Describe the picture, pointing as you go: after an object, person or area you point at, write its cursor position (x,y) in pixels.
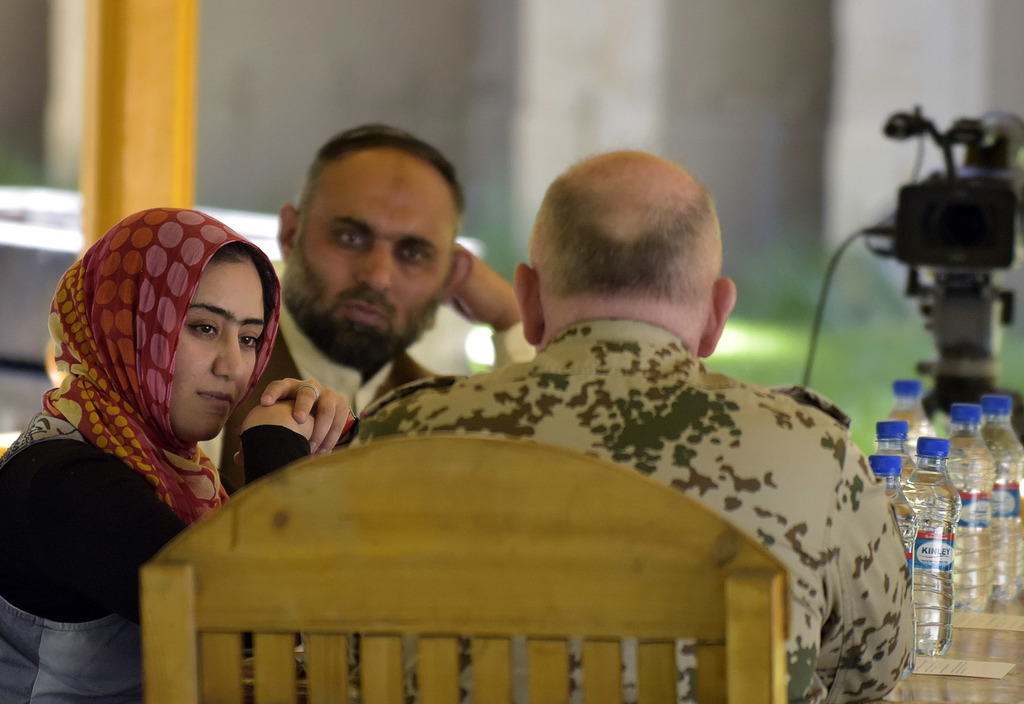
This picture is taken inside the room (502,524). In this image, on the left side (106,507), we can see two people (189,388) man (366,373) and woman (204,509) are sitting on the chair (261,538) in front of the table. In the middle of the image (625,453), we can see a man (728,486) sitting on the chair (772,660) in front of the table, on that table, we can see few water bottles (954,436). In the background (1012,299), we can see a camera (971,170) and a glass window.
